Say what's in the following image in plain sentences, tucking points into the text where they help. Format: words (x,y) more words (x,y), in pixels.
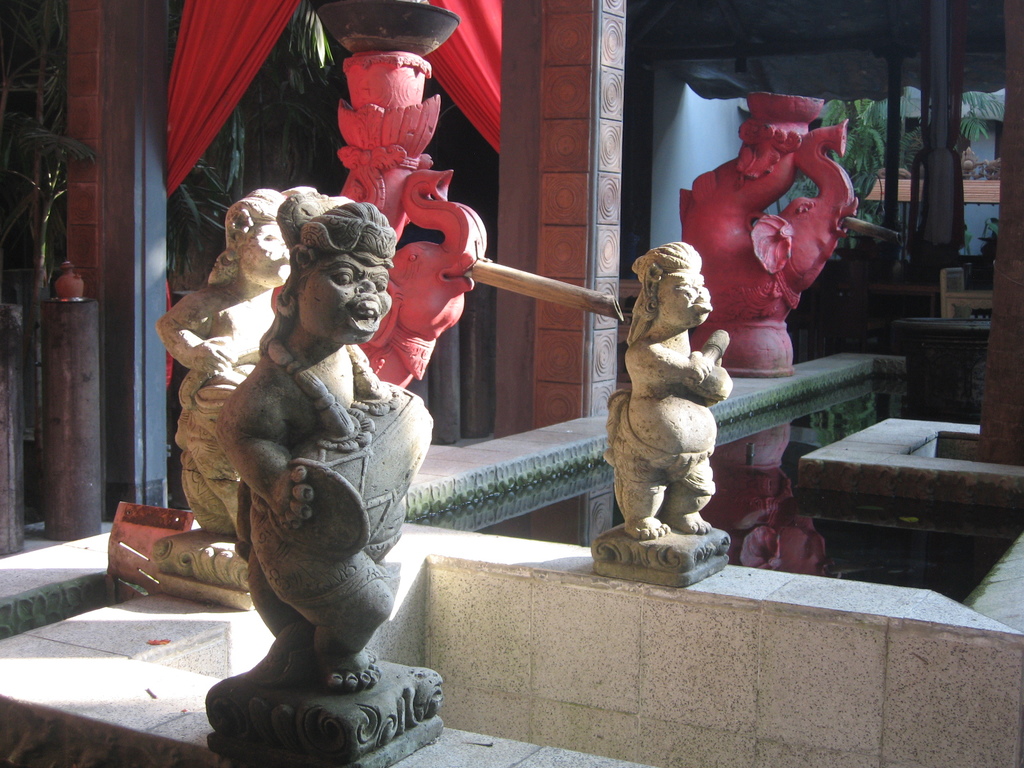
In this picture we can observe sculptures (328,311) which are in grey and pink colors. We can observe pillars (570,50). There are two red color curtains (218,88). In the background (874,139) there are trees (883,113).
